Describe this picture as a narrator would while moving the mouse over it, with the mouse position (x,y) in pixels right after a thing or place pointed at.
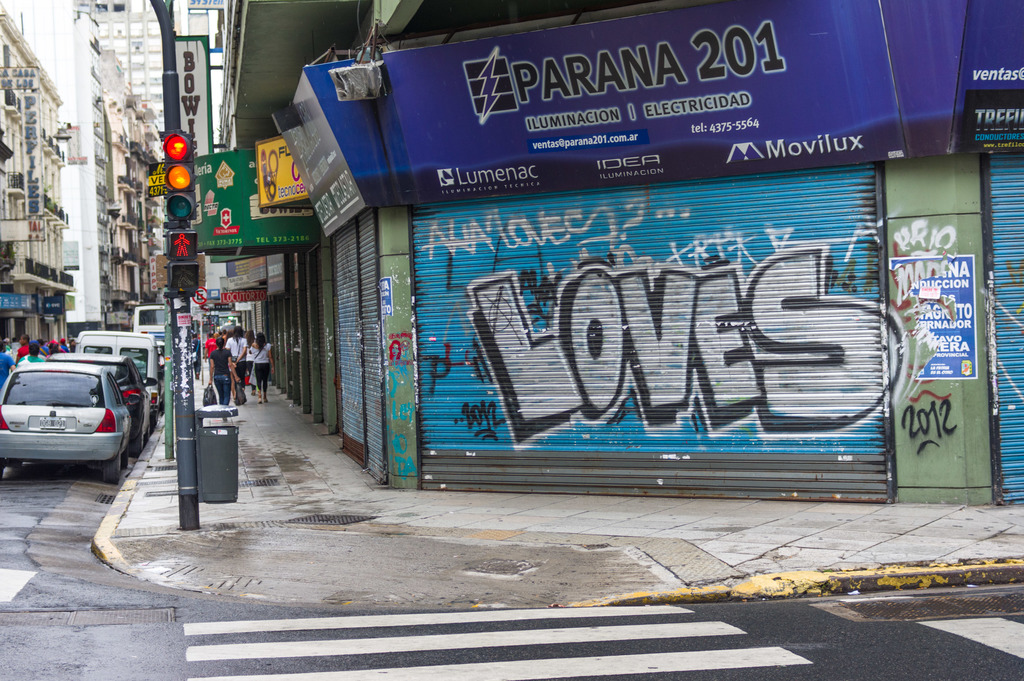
In this image there are vehicles (153,392) on the road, there are group of people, there are traffic signal lights (188,242) to the pole (174,317), there are boards (413,125), buildings (379,333), there is graffiti (643,282) on the shutter (472,210).
